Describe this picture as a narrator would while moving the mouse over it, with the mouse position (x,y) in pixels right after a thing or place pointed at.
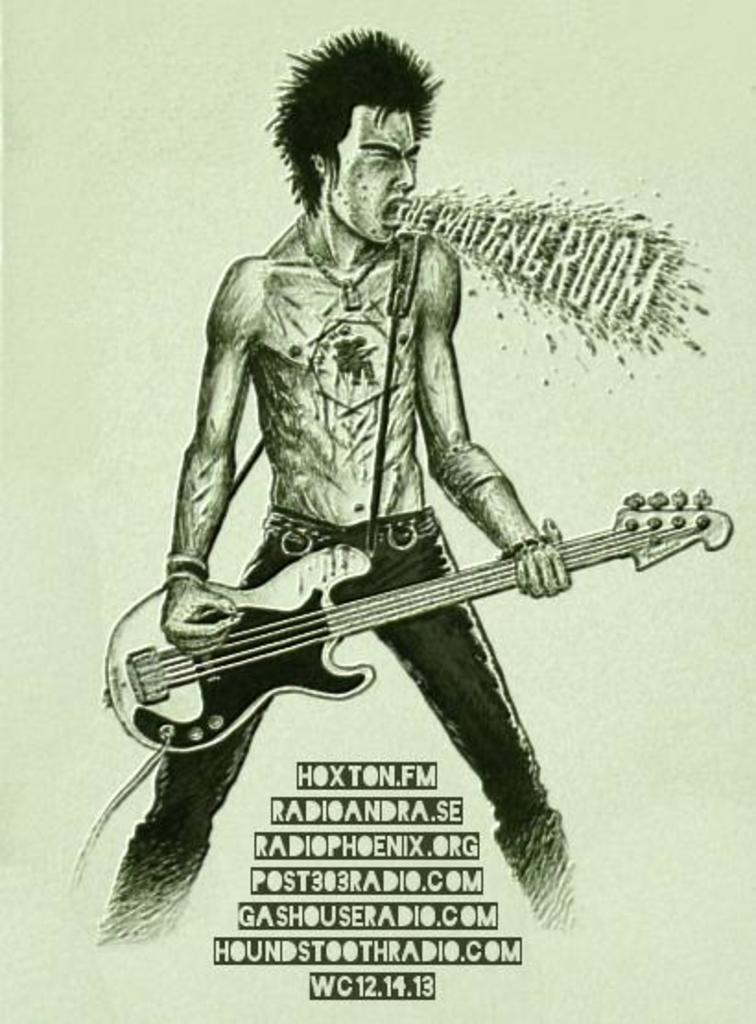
In this image I can see a depiction picture of a man (179,762). I can also see he is holding a guitar (200,668). On the right side (696,322) and on the bottom side of the image (427,826), I can see something is written.
